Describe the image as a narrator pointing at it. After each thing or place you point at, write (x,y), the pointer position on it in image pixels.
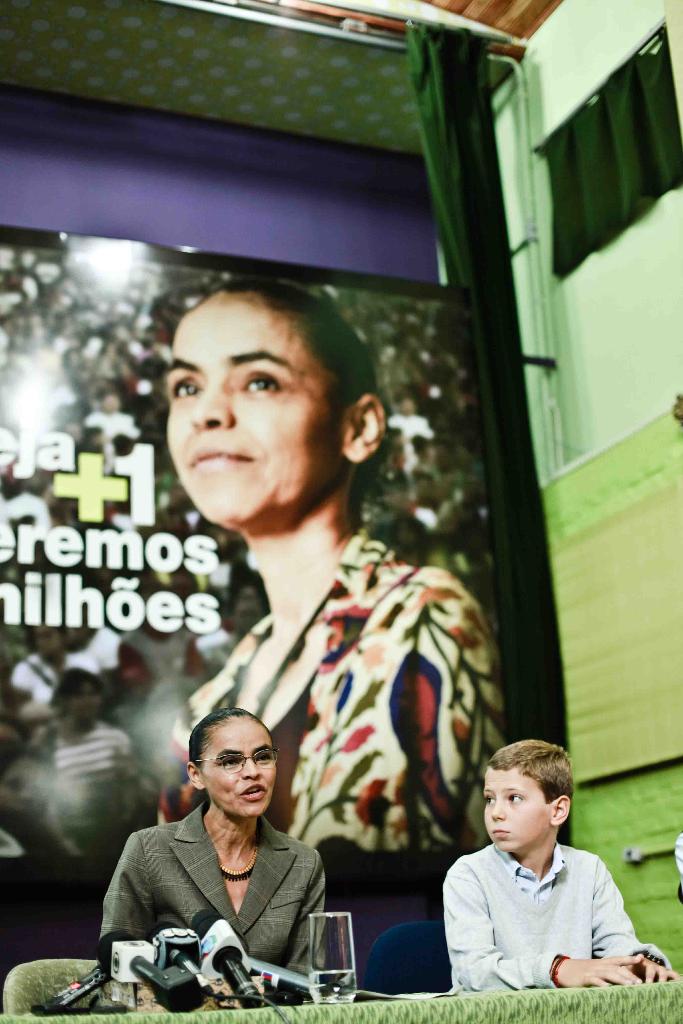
In this image in the foreground (240,862) there is one woman (239,889) who is sitting beside her there is one boy (510,923) who is sitting on a chair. And in front of them there is table (615,987), on the table (602,990) there are some mics (184,952) and glass (333,961) and in the background (350,613) there is board (92,492). On the board (112,533) there is some text (123,489) and one person (353,379) and also there is a curtain (452,228) and a wall (324,160). On the right side (568,40) there is a wall (558,94) and at the top of the image (324,74) there is ceiling (212,74).
